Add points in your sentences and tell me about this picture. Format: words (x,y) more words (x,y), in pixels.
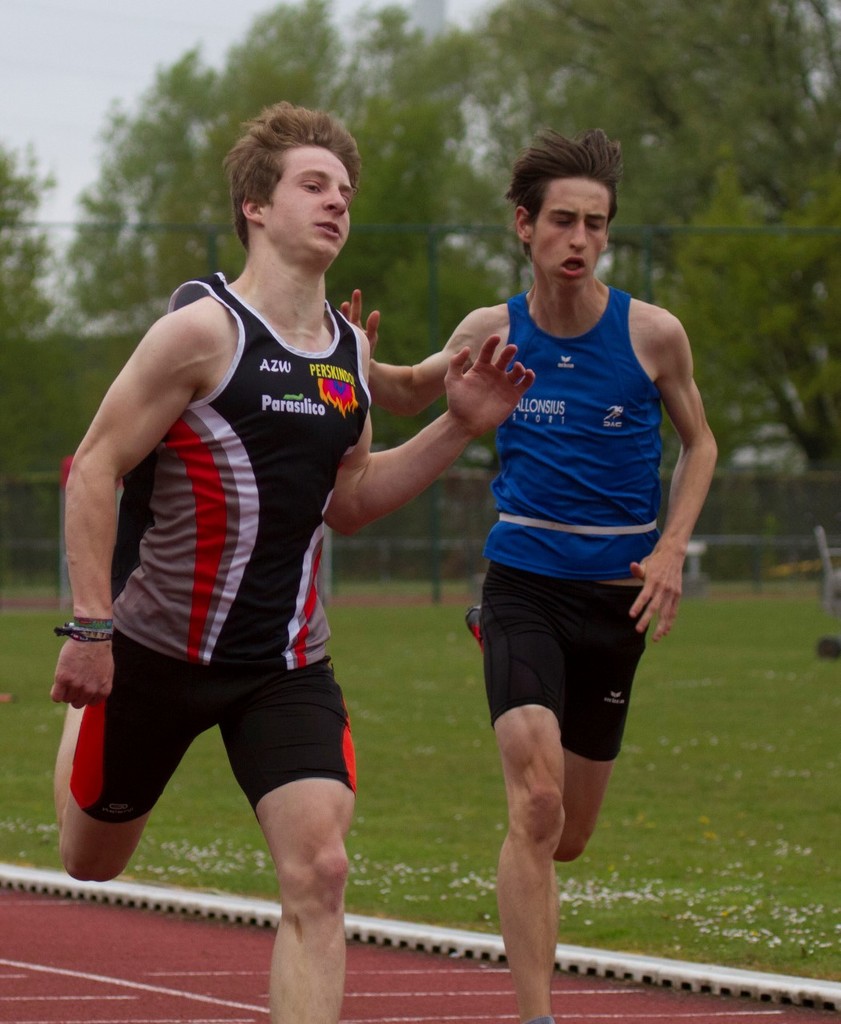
There are two men (289,576) running. They wore T-shirts (548,509) and shorts (566,646). Here is the grass (753,813). In the background (752,220), I can see the trees (429,100) and the fence (124,298).
